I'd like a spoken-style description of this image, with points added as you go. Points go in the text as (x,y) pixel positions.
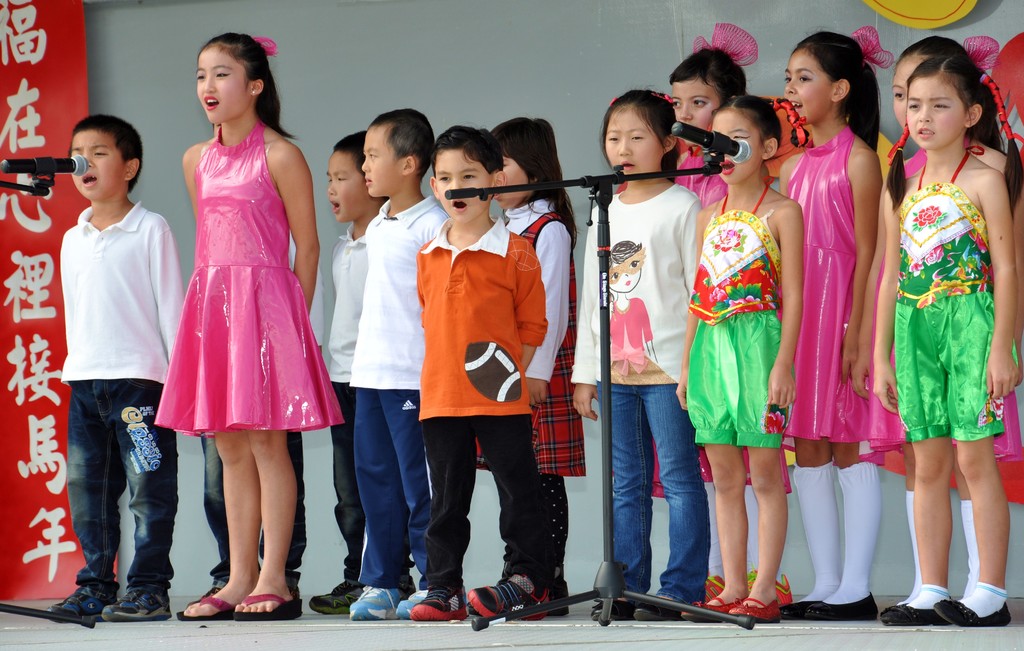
In this image I can see group of people (617,290) standing. In front I can see two microphones (43,160), the banner (74,74) in red color and I can see the gray color background (510,31).
